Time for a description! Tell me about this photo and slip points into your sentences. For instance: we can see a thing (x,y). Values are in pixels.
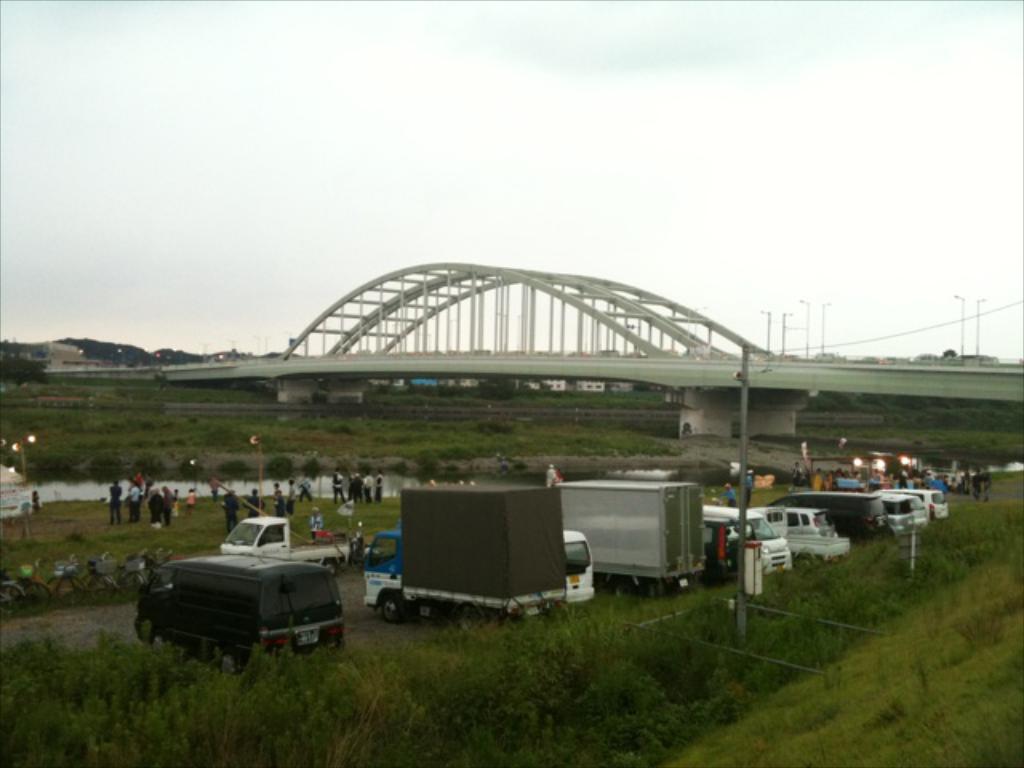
In this picture we can see a group of people (321,522) on the grass (358,513), vehicles (418,514) on the road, plants (671,670), poles (747,363), bridge (812,370), water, some objects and in the background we can see the sky (459,118).
